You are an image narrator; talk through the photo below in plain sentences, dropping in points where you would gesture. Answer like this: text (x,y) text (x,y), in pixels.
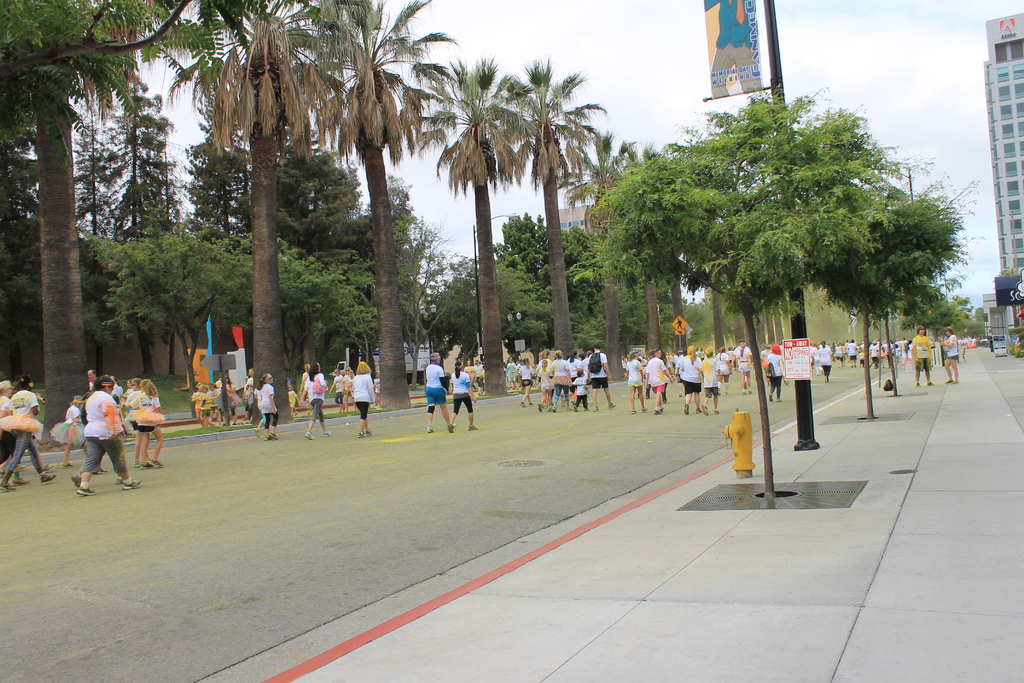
This is an outside view. On the right side (937,505), I can see the footpath (869,536) on which few trees (814,284) and poles (803,331) are placed and also I can see a yellow color fire hydrant (742,447). On the left side (33,436), I can see many people (105,451) are wearing t-shirts (716,367), shirts (102,415) and walking on the road (392,477). On the other side of the road (408,463), I can see many trees (363,316). In the background (1006,223) there are some buildings (1016,121). At the top (585,38), I can see in the sky (551,30).
